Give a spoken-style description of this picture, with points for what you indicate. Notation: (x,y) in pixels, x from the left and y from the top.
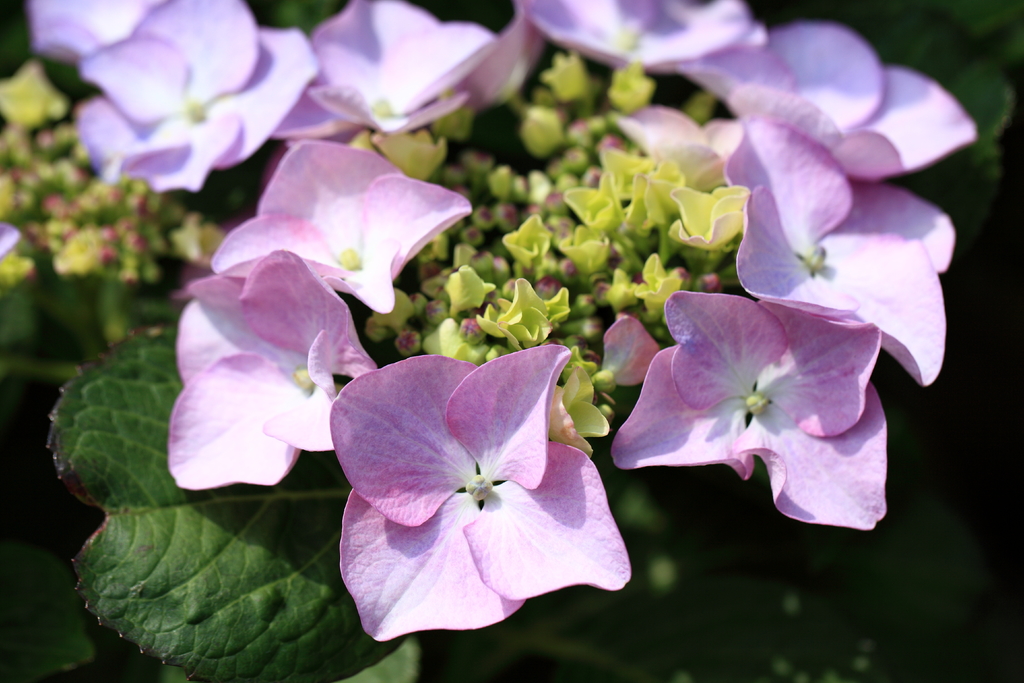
In this picture there are flowers (416,248) and buds (484,159) on the plant (334,581) and the flowers (440,544) are in light pink color and in light violet color.
